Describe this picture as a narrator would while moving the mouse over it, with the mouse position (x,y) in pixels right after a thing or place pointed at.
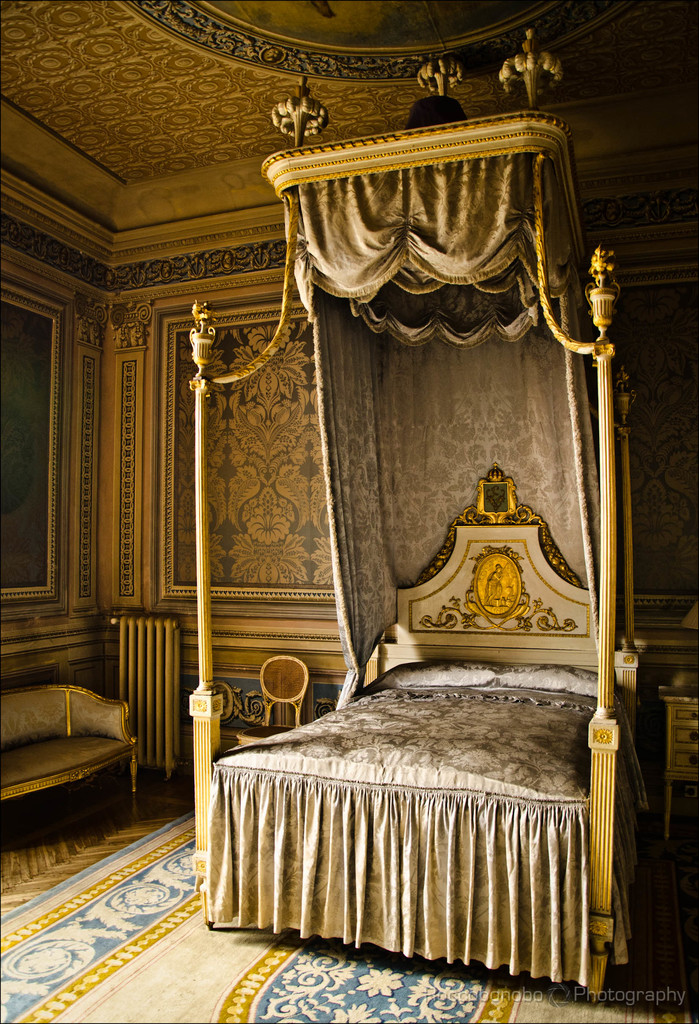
In this picture there is a bed (454,810), with a pillow (391,674) and a blanket (459,728) is also sofa (116,730) beside the bed (508,777), the floor (154,791) is having a carpet (151,902). the walls (219,440) are designed and there is a chair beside the bed (286,924).
